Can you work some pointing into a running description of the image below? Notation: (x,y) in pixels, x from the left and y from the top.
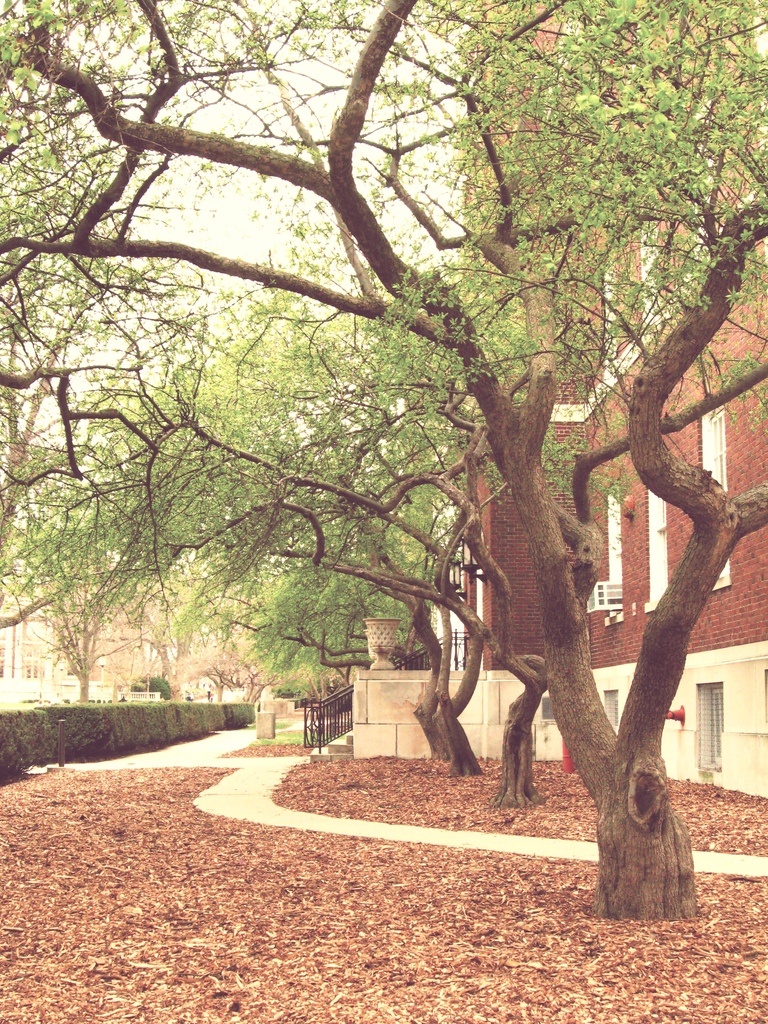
In this image there are trees (299,557), bushes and buildings (355,740), beside the steps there is metal fence (338,708), and there are dry wood chips (400,770) on the surface (112,898).
